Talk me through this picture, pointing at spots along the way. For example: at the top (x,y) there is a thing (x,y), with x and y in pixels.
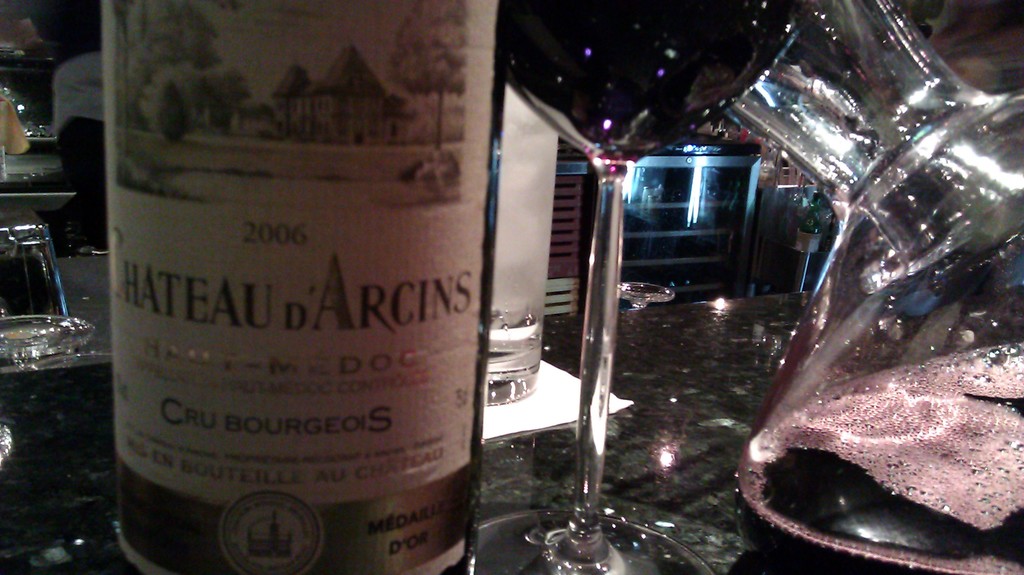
This might be a picture taken in a bar (765,382). In the foreground of the picture (254,380) there is a table (697,434), on the table (695,421) there is a jar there is a bottle (312,371) and glasses (605,238). In the background (54,160) there is a desk (54,160). On the left (47,233) there are glasses (29,233) and a person (60,101) seated.
